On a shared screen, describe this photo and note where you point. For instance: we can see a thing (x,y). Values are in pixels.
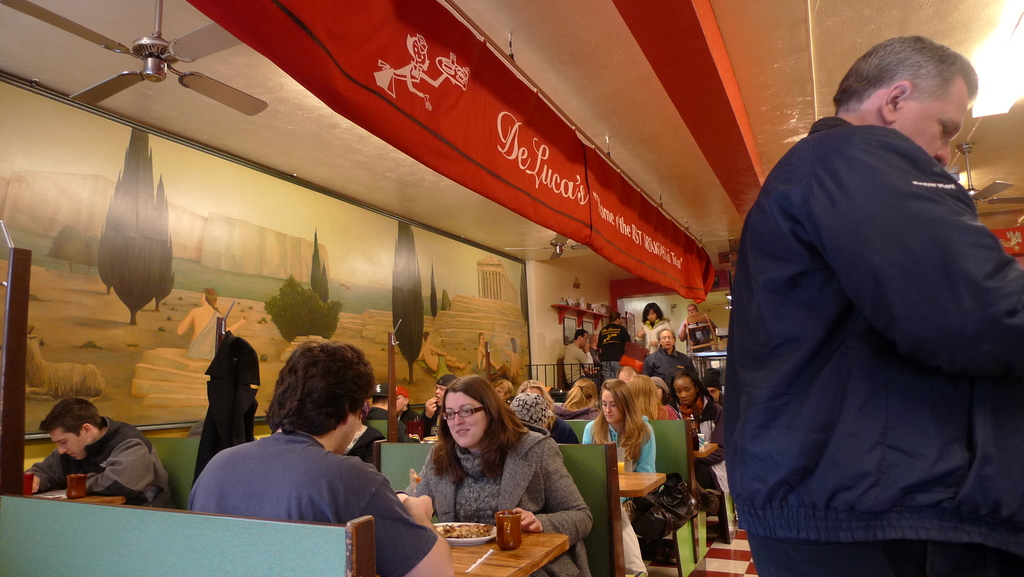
In this image On the right (891,221) there is a man (859,302) he wears jacket (834,413) and trouser (760,561). On the left (314,483) there are many people (537,486) sitting and having food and there is tables (473,553), benches (600,499), poster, fan (182,82) and some people (655,342). At the top (995,90) there is light (993,109) and fan (981,194).
